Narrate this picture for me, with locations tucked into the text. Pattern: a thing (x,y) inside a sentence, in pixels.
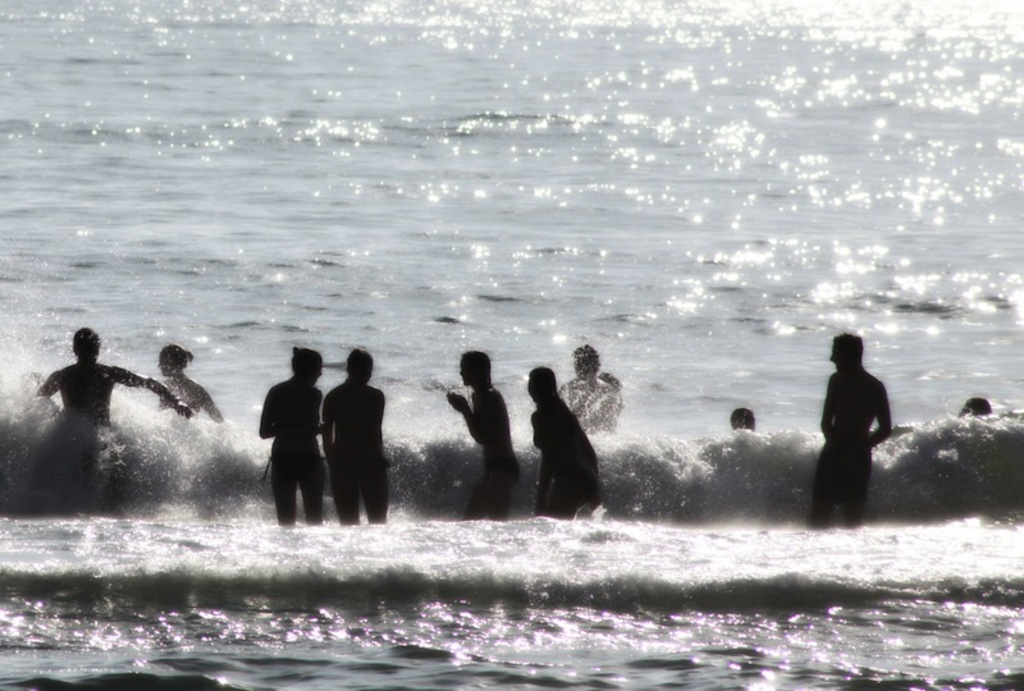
In this picture I can observe some people (193,400) standing in the water (395,444). In the background (489,249) there is an ocean (363,112).
